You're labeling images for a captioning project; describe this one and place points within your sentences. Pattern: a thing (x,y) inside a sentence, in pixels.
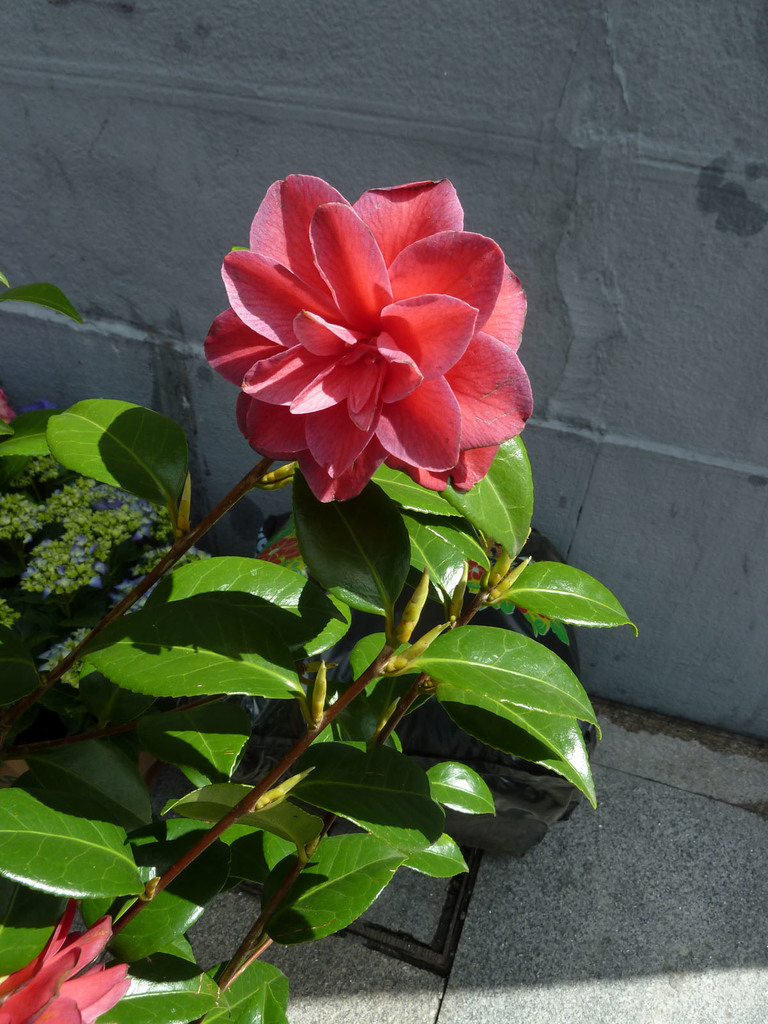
In this image we can see flowers (307,338), buds (178,528) and plants (204,745). In the background (198,458), we can see a wall (218,438).
